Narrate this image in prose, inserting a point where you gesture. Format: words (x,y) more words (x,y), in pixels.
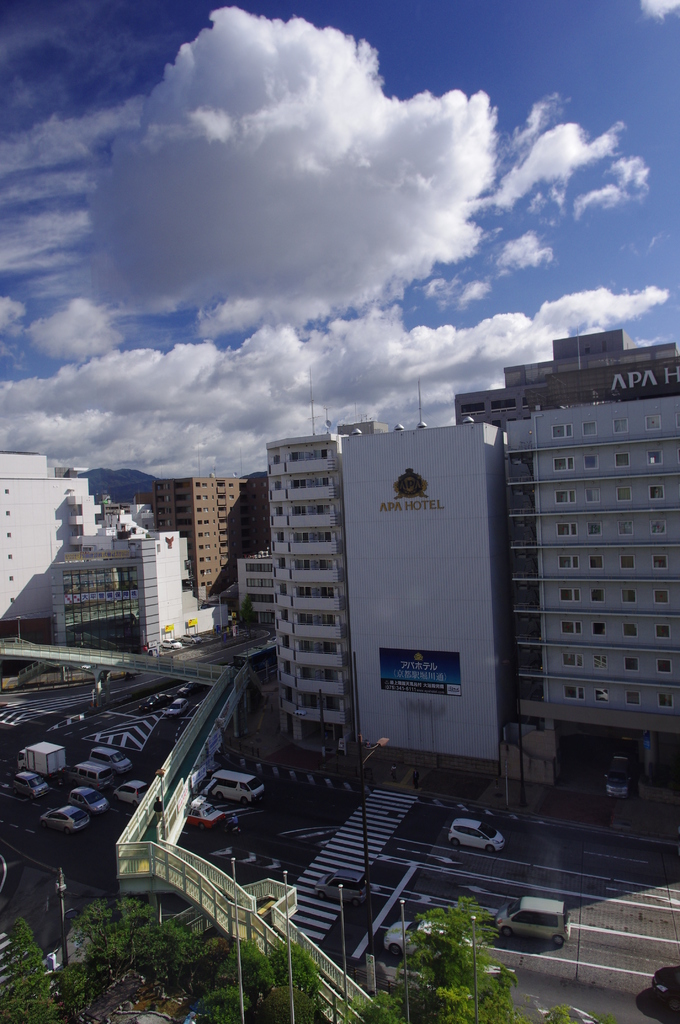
It is the image captured from the top view, there is a bridge (137,865) and under the bridge (153,906) there are many trees (451,943), poles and behind the poles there is a road (538,879) and there are many vehicles (208,816) on the road (272,815), behind the road (319,810) there are a lot of buildings (153,553).
